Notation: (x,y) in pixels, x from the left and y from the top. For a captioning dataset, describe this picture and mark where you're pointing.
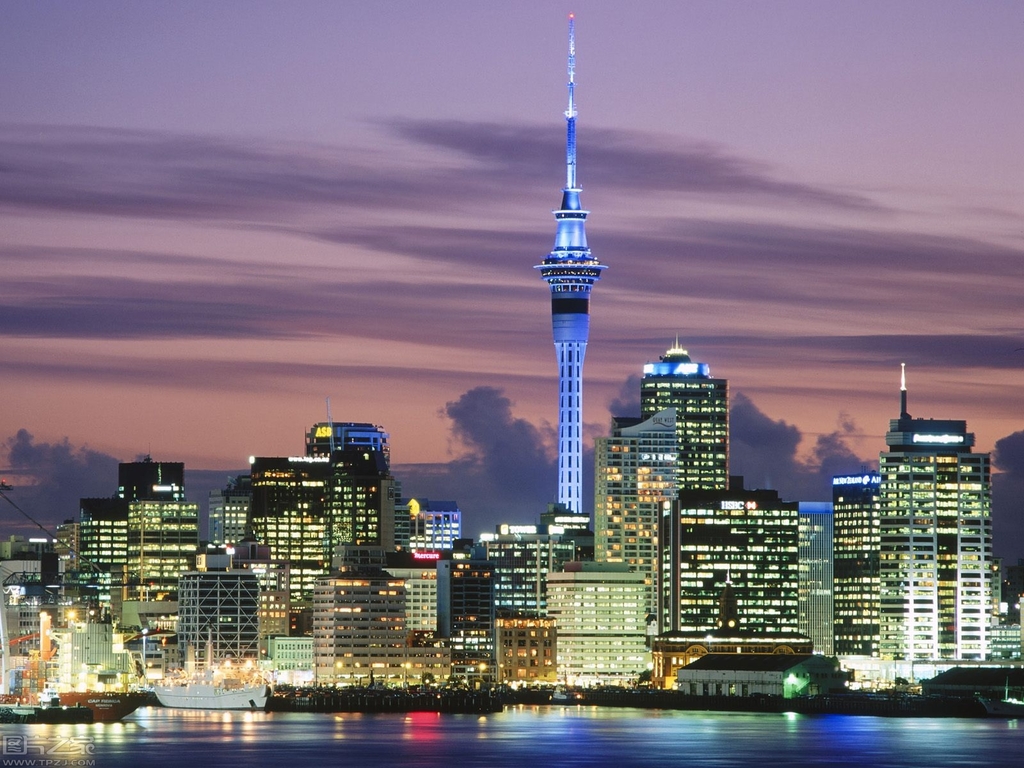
In this picture we can observe some buildings (386,625). There is a tower (576,232) which is in blue color. We can observe some boats (198,708) floating on the water (506,733). In the background (500,456) there is a sky (291,319) with some clouds (399,254).
